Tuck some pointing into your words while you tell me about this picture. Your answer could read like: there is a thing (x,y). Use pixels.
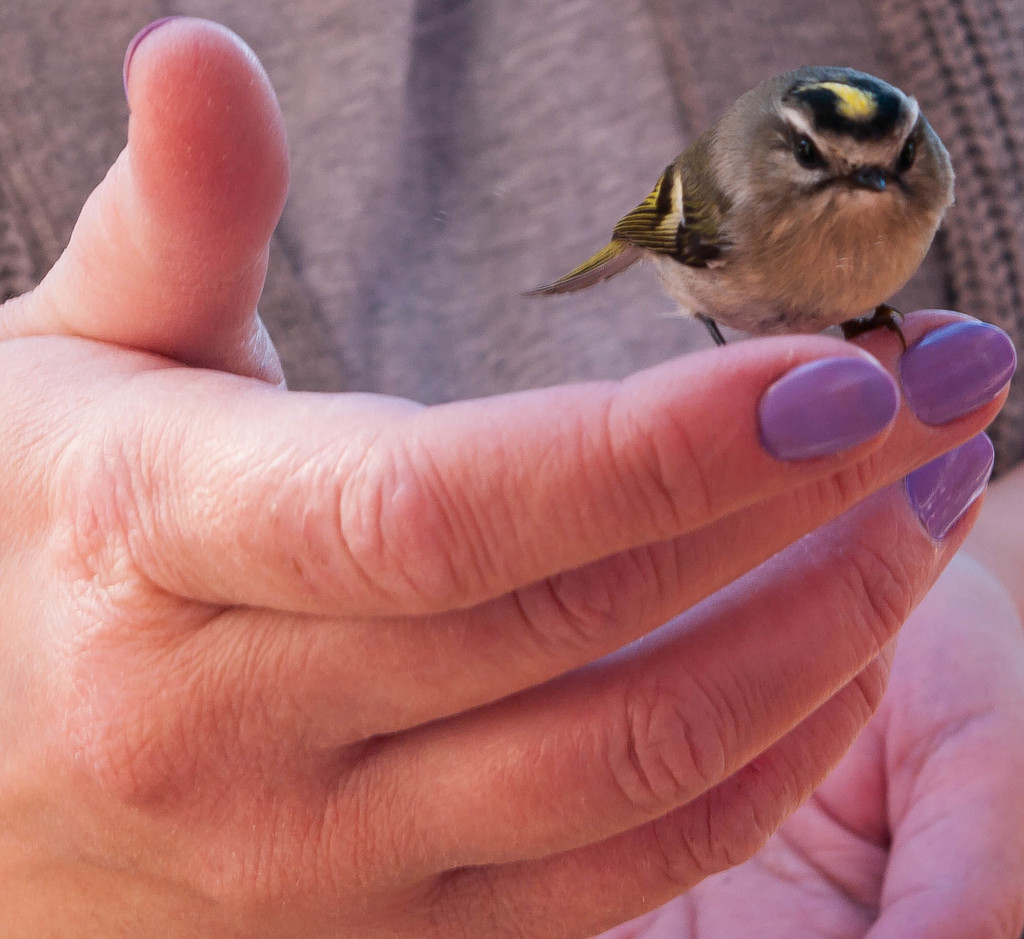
In the center of the image (525,457) we can see one person (728,482) holding a bird (804,306), which is in black, ash and yellow color.
